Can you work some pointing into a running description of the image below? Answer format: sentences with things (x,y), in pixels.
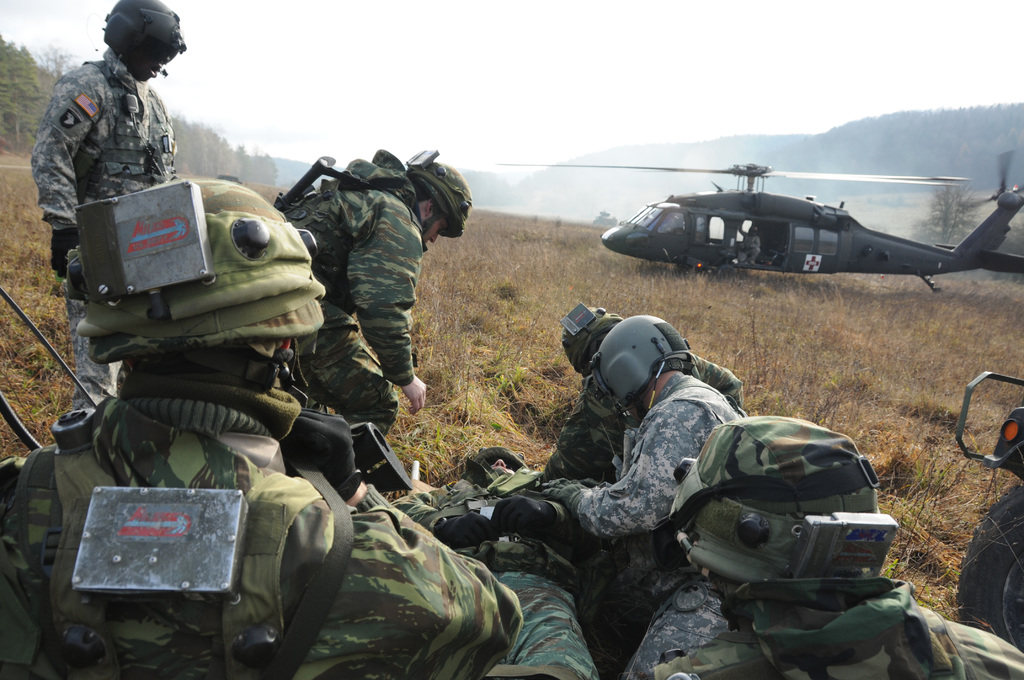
In the image in the center (408,245), we can see a few people (475,542) wearing helmets (261,223) and few people (496,532) are holding some objects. In the background (393,41), we can see the sky (560,139), hills (976,136), trees (976,136), grass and one helicopter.
